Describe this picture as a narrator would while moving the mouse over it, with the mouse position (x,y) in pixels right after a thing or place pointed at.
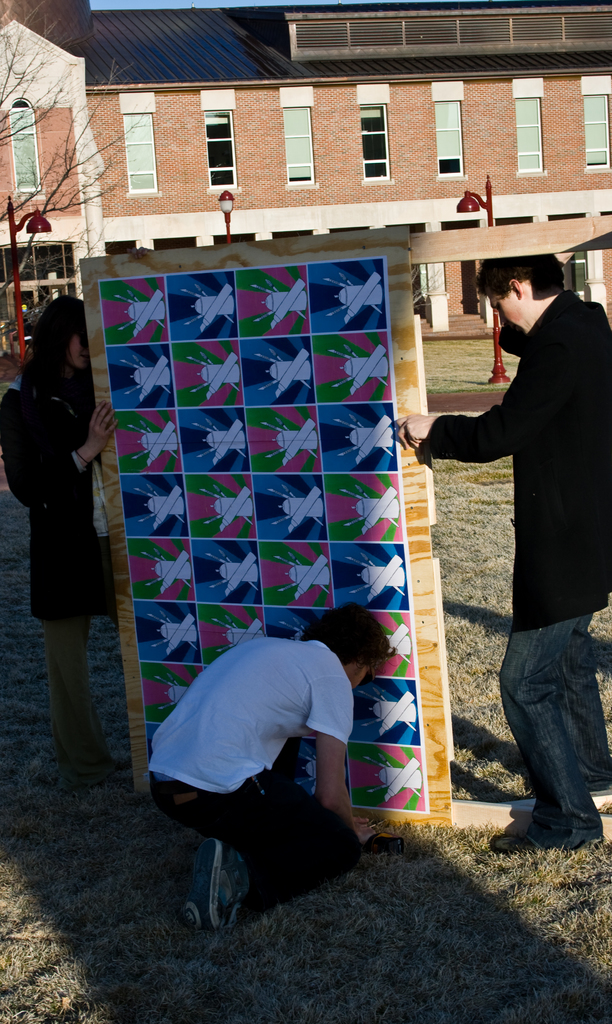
In the picture I can see some persons (314,688) standing and holding board (241,582) in their hands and in the background of the picture (337,138) there are some poles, building (604,198).
